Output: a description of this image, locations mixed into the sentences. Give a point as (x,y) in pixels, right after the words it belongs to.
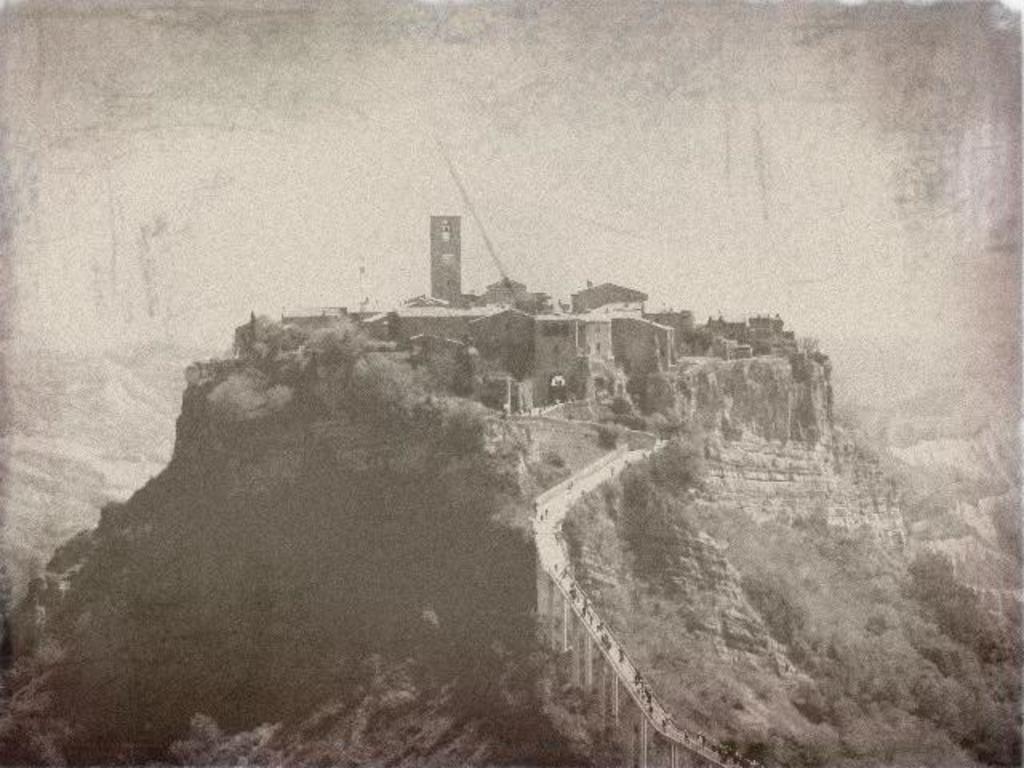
In this image I can see many trees (257,651), mountains (305,522) and I can see few people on the bridge (598,627). In the background (670,326) I can see many buildings (492,293) and the sky (767,282).
